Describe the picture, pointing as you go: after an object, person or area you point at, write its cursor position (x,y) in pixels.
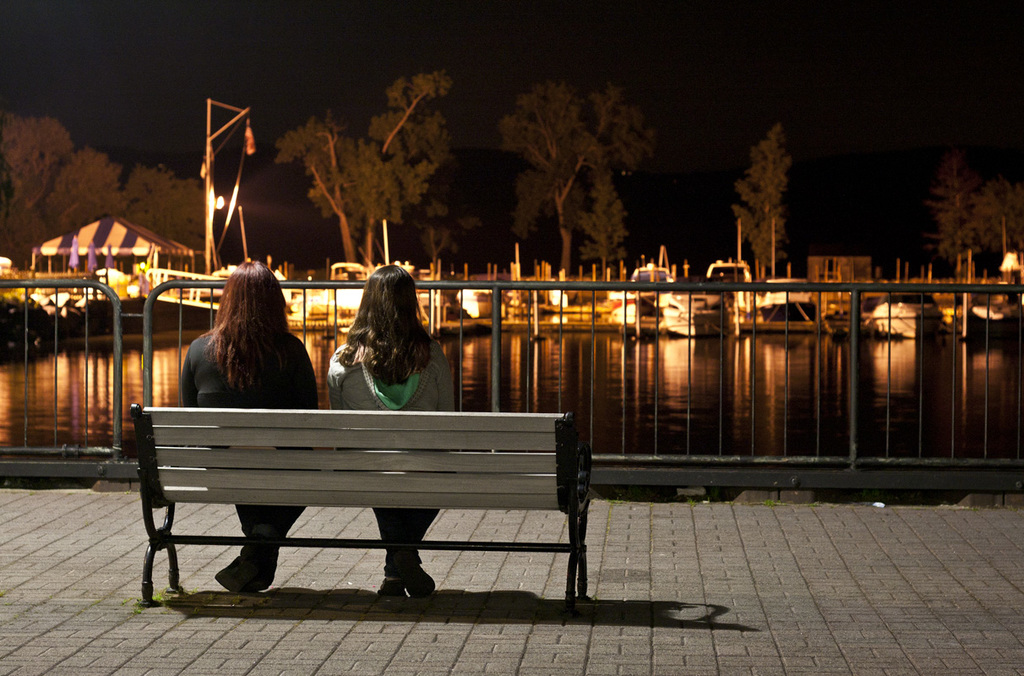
In this picture there is a bench (366,471) and two Women (251,372) are sitting here and in front of them there is a water (604,370). And having some trees (552,189) there is a ships (677,313) in that water (763,340) and left the corner there is one big tent (117,242) and they are sitting on roadside bench (164,418).
